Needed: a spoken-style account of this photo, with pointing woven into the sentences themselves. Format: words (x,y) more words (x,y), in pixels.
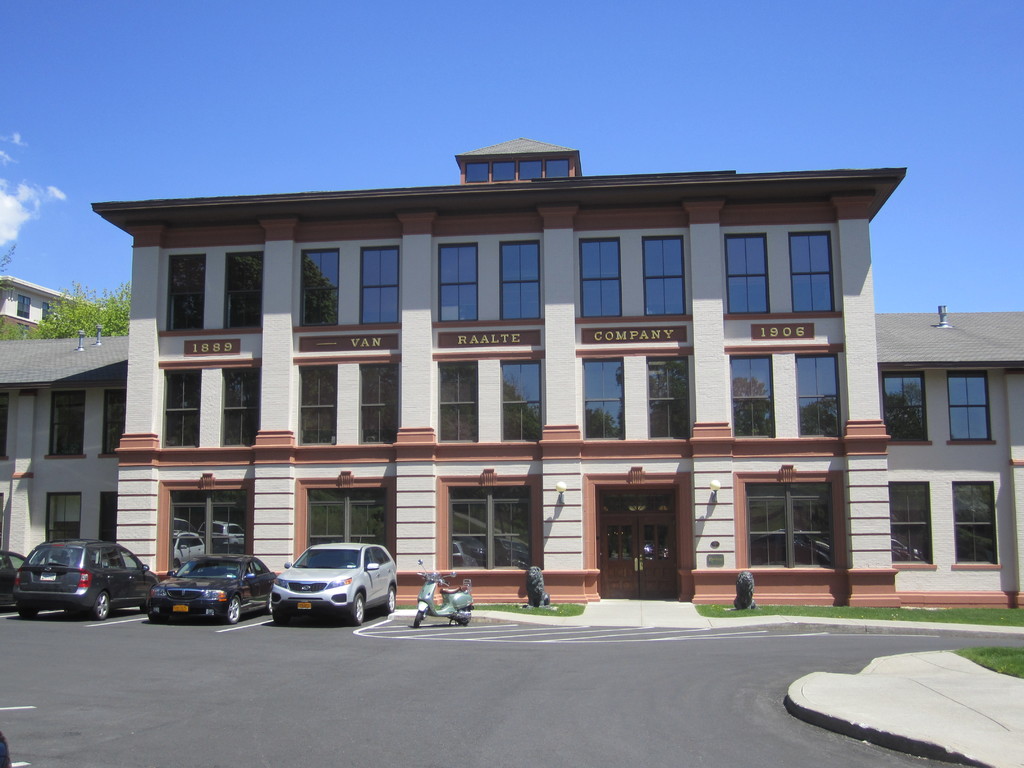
This picture is clicked outside. In the center (391,433) we can see the green grass (521,611), cars (347,599) and a vehicle (456,612) and we can see the buildings (653,476), windows (531,419) of the buildings (394,462), text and numbers (207,347) on the wall (469,346) of the building (863,308). In the background (425,125) we can see the sky (66,286), trees (71,324) and some other objects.
